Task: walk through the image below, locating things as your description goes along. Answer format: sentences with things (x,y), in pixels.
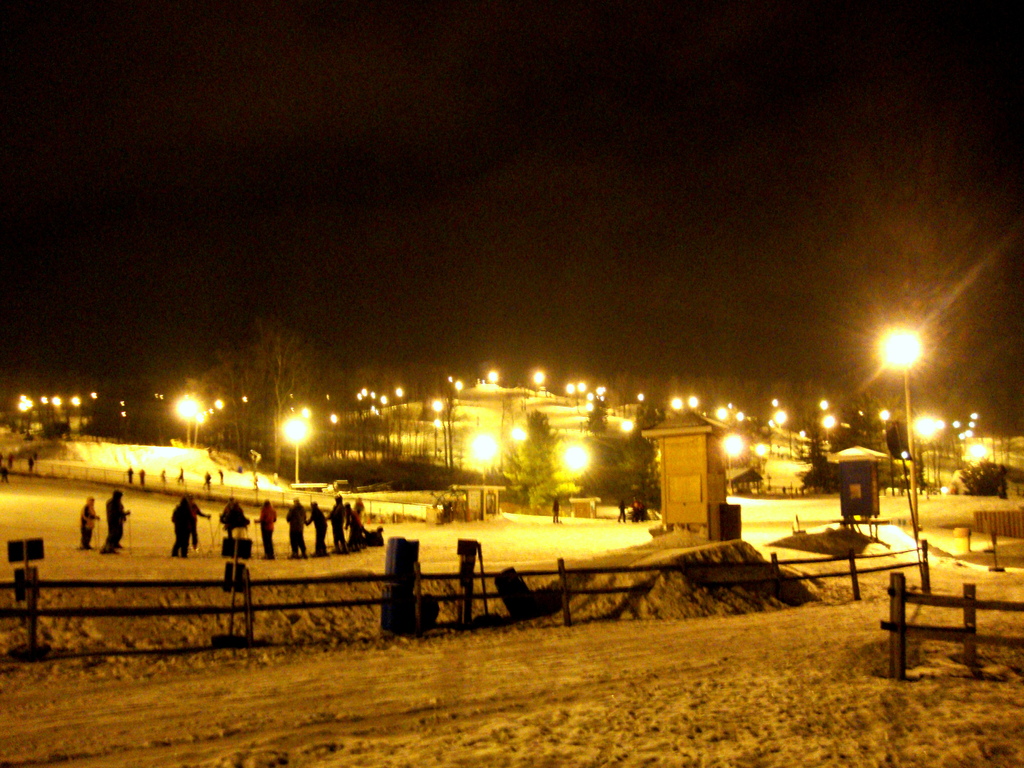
This image is taken outdoors. At the bottom of the image (276,682) there is a ground (512,738). At the top of the image (771,236) there is a sky (710,219). On the left side of the image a few people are standing on the ground (379,547) and there is a fencing (332,606) with sign boards (22,560). In the background (770,431) there are a few trees (102,418), plants (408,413), street lights (888,418), poles (908,440) and a transformer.
